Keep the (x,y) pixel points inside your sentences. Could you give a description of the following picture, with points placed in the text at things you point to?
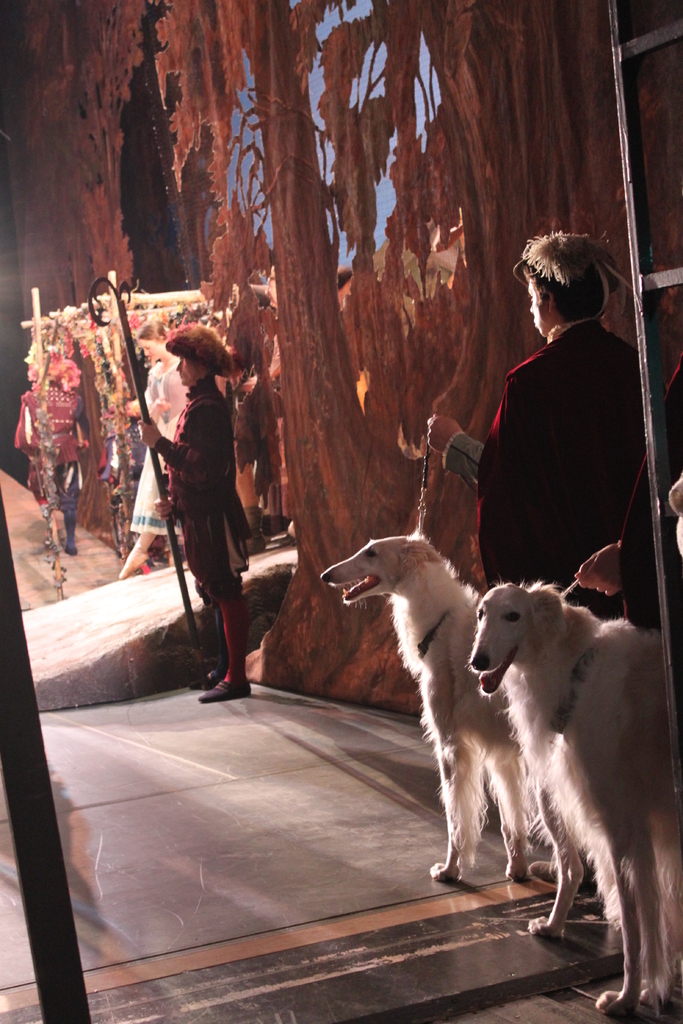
In this picture there is a man (524,518) holding two dogs (402,583) and the other man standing over here.
